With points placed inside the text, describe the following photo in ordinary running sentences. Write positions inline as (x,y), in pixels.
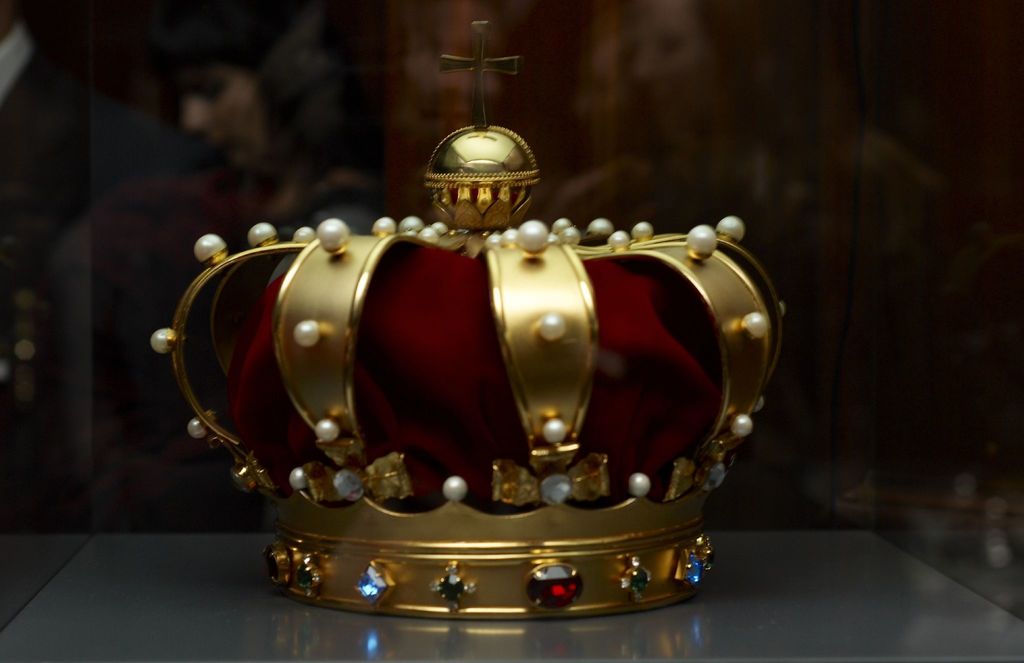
There is a crown (548,263) in the center of the image (500,298) and there is a plus sign (476,71) on the top of it and the background (324,138) area is blur.
